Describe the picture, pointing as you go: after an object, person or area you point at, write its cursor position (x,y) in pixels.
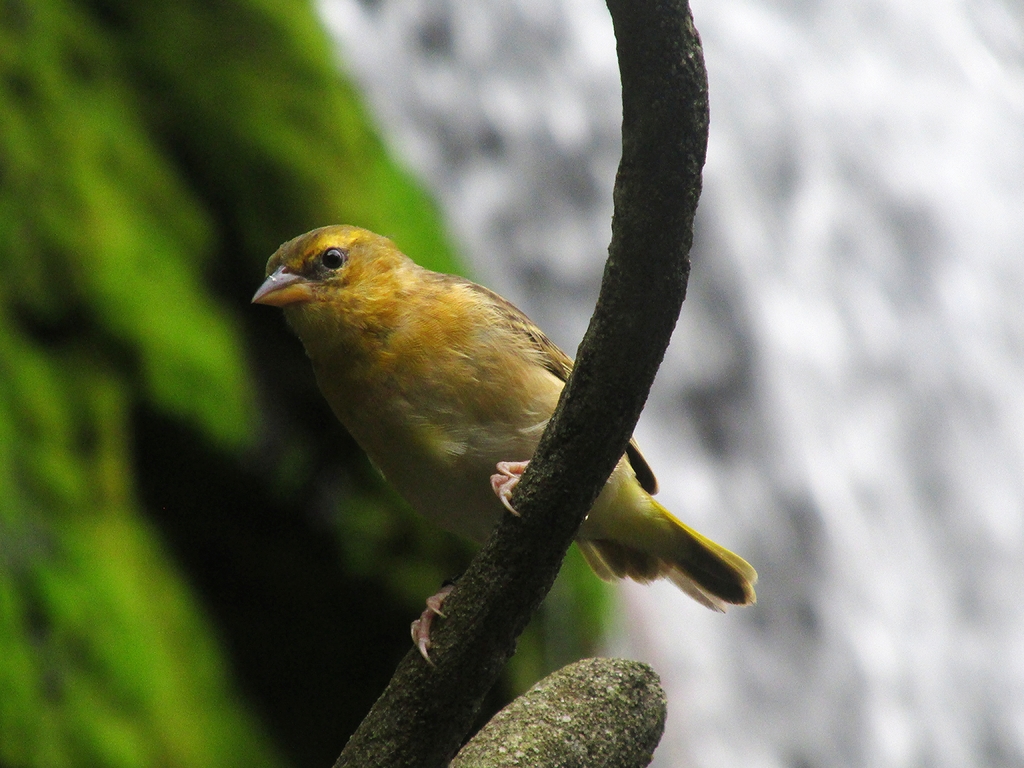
In this image I can see a bird (440,410) which is yellow, orange, brown, green and black in color on a wooden stick (488,572). I can see the blurry background (789,249) which is white, green and black in color.
